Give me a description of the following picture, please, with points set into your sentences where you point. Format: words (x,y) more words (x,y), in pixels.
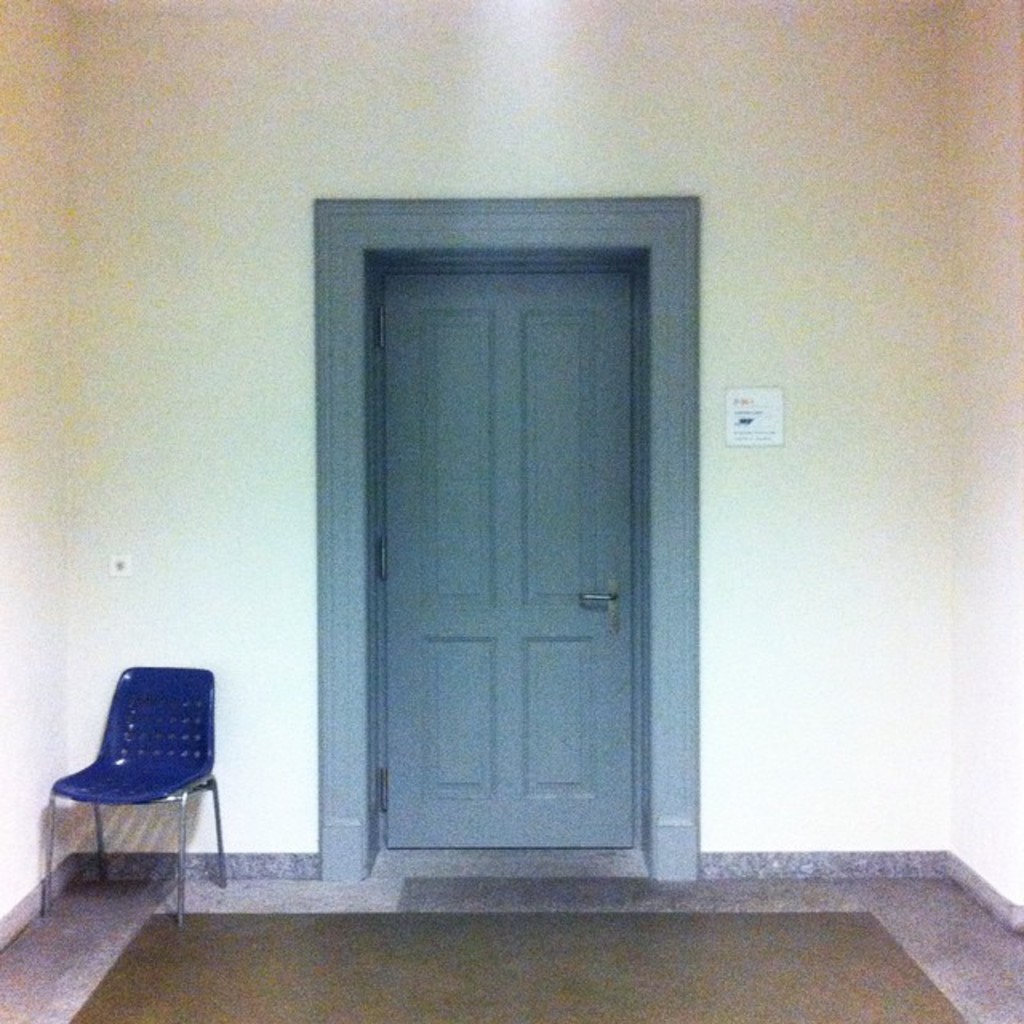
Here we can see a wooden door (413,496). In-front of this wall (232,592) there is a blue chair (217,829).
